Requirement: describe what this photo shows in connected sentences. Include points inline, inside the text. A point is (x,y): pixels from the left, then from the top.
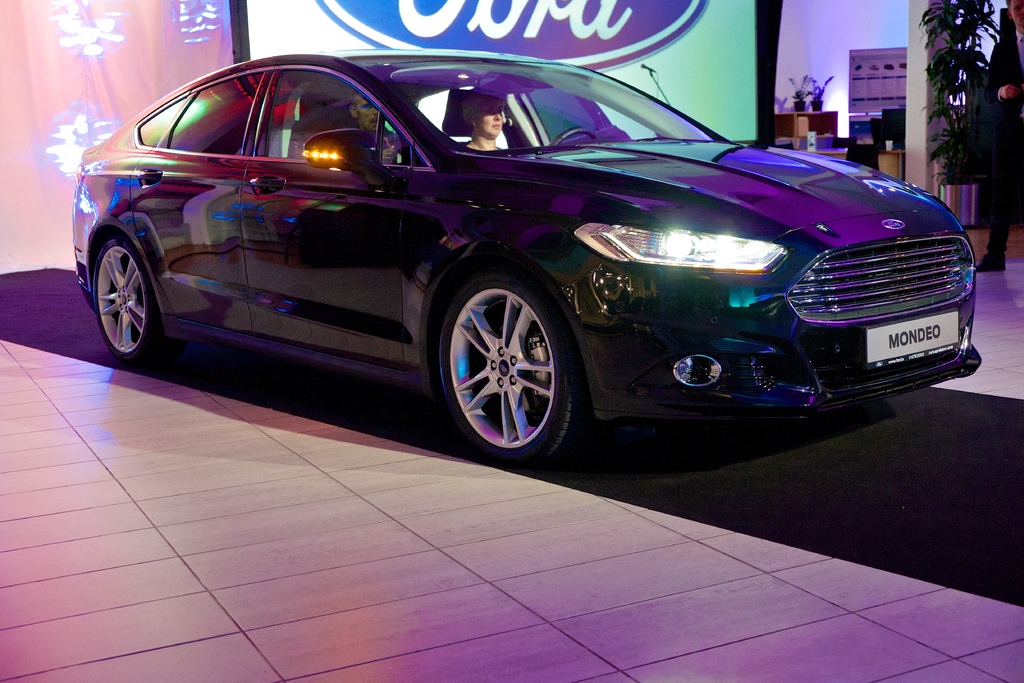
In this image I can see a black colour car (482,318) in the front (763,223) and in it I can see two persons (489,140) are sitting. On the right side of this image (977,10) I can see few plants (966,8) and one more person (999,191). In the background (637,79) I can see a white colour board (730,112) and on it I can see something is written.
